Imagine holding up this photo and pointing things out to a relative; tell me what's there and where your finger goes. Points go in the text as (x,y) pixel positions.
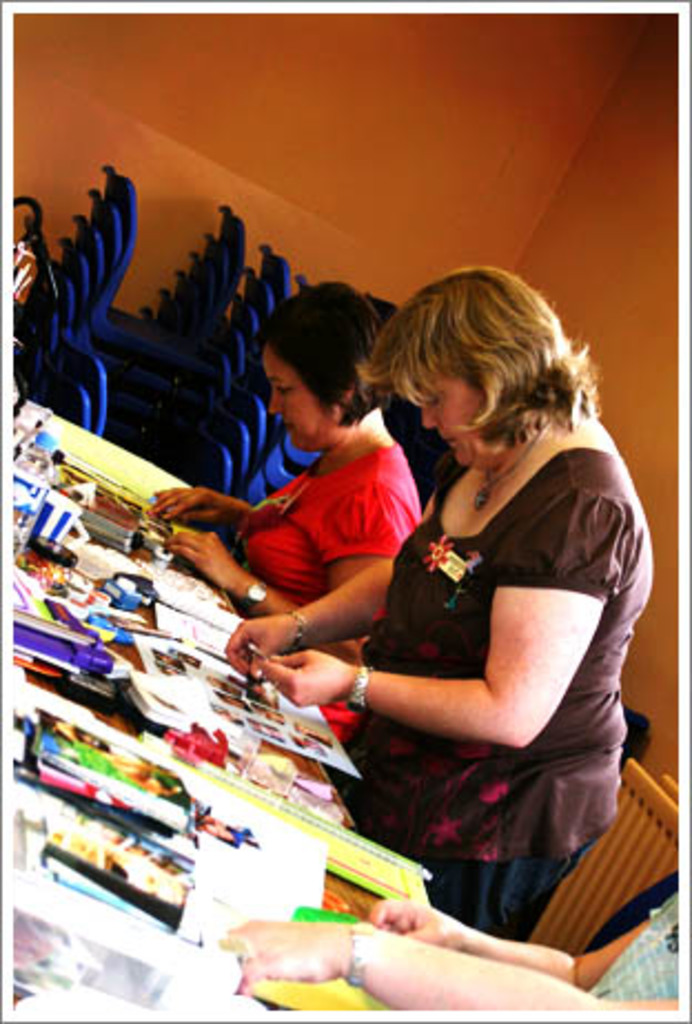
This image is taken indoors. In the background (381,245) there is a wall (640,364) and there are many empty chairs (166,353). At the bottom of the image (131,984) there is a table (128,904) with a few books (104,797), papers (129,973), a bottle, a cup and many things (155,720) on it. On the right side of the image (661,968) two women (620,943) are sitting on the chairs (586,942) and a woman (576,663) is standing and holding a photo (279,698) in her hand (281,661).
